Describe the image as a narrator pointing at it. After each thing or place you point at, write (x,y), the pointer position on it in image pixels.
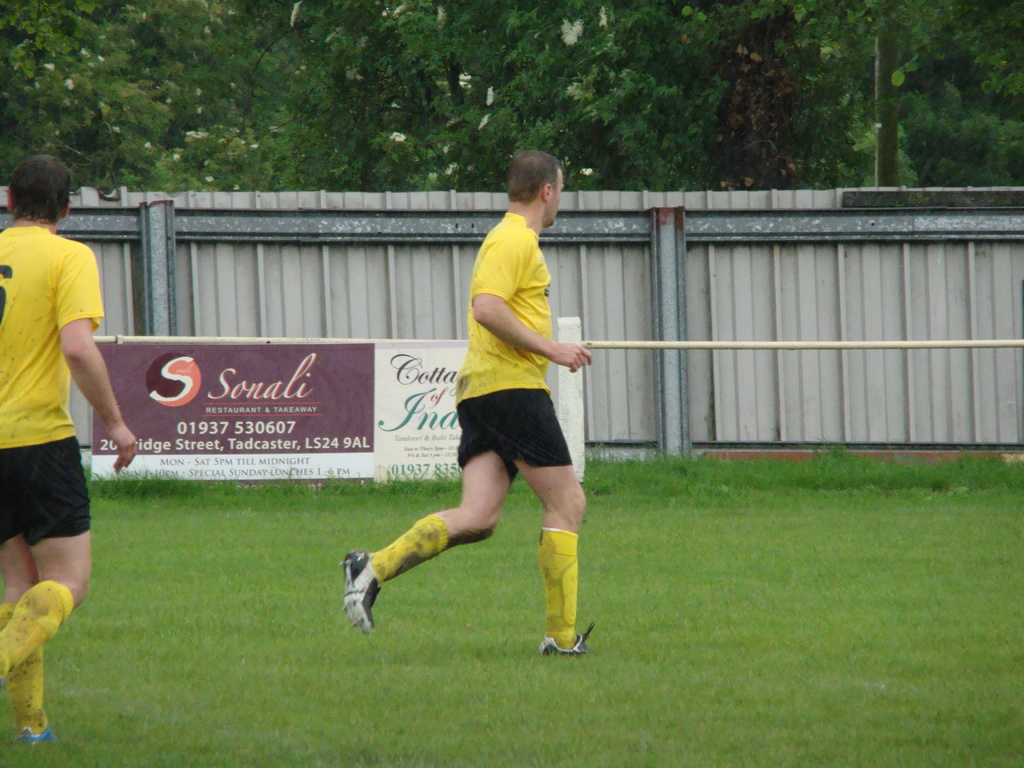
There are two persons (11,262) on the ground (536,582). This is grass (867,625) and there is a hoarding (291,406). In the background (451,212) we can see a wall (852,311) and trees (955,65).
